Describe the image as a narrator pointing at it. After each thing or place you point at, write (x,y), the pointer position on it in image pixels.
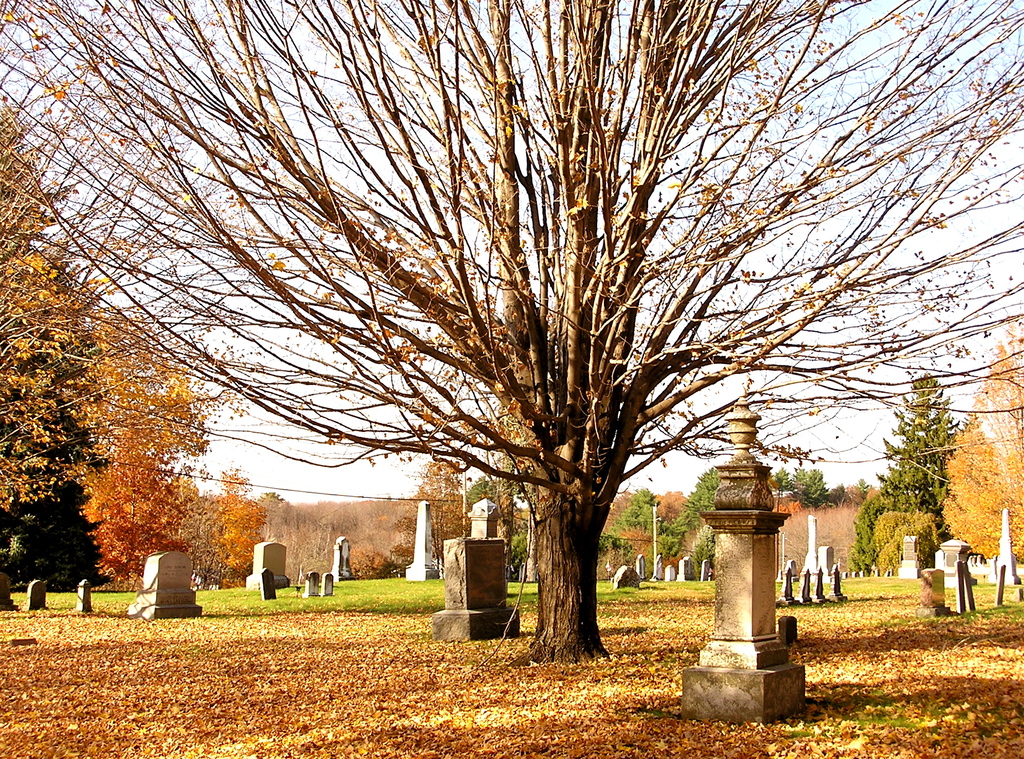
This picture is clicked outside. In the center (563,367) we can see the tree (570,162) and we can see there are some objects (946,587) and we can see the graves (469,582) and the dry leaves (389,693) are lying on the ground (994,614). In the background (258,335) we can see the sky (243,299) and trees (960,489).
